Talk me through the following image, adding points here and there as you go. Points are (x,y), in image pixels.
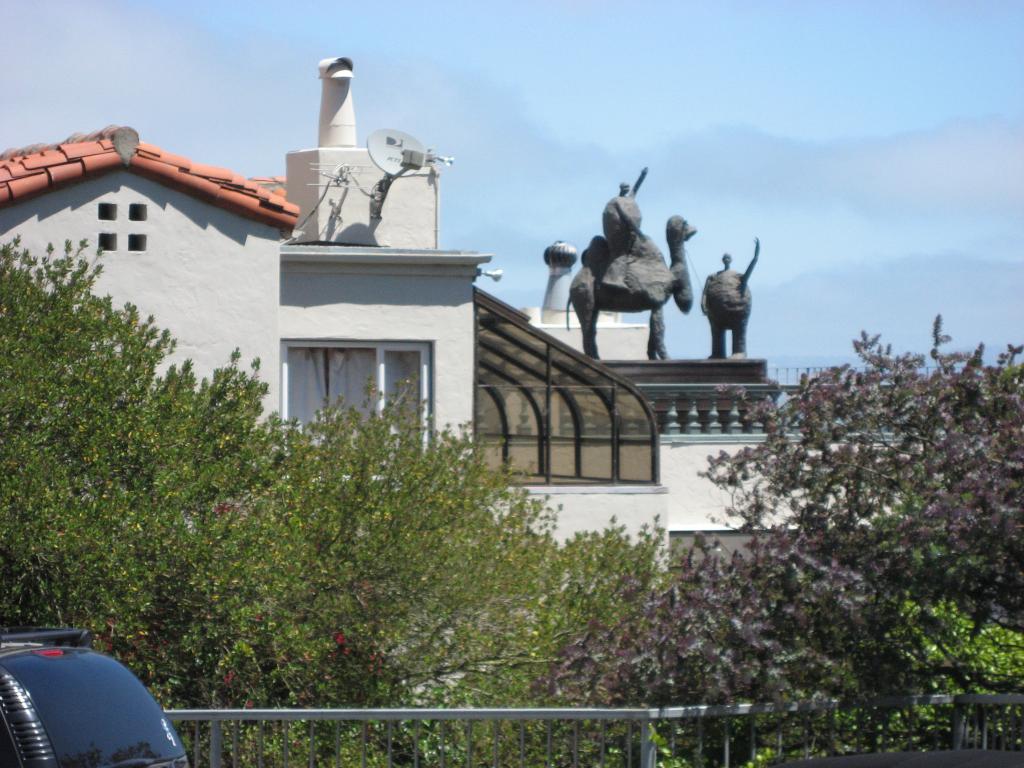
In this image, there are trees (537,650), walls (560,531), windows (297,367), glass objects (535,423), curtains (337,388), railings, pillars (731,413), antenna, box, statues (598,292) and vehicle (24,736). In the background (837,119), there is the sky (641,82).
